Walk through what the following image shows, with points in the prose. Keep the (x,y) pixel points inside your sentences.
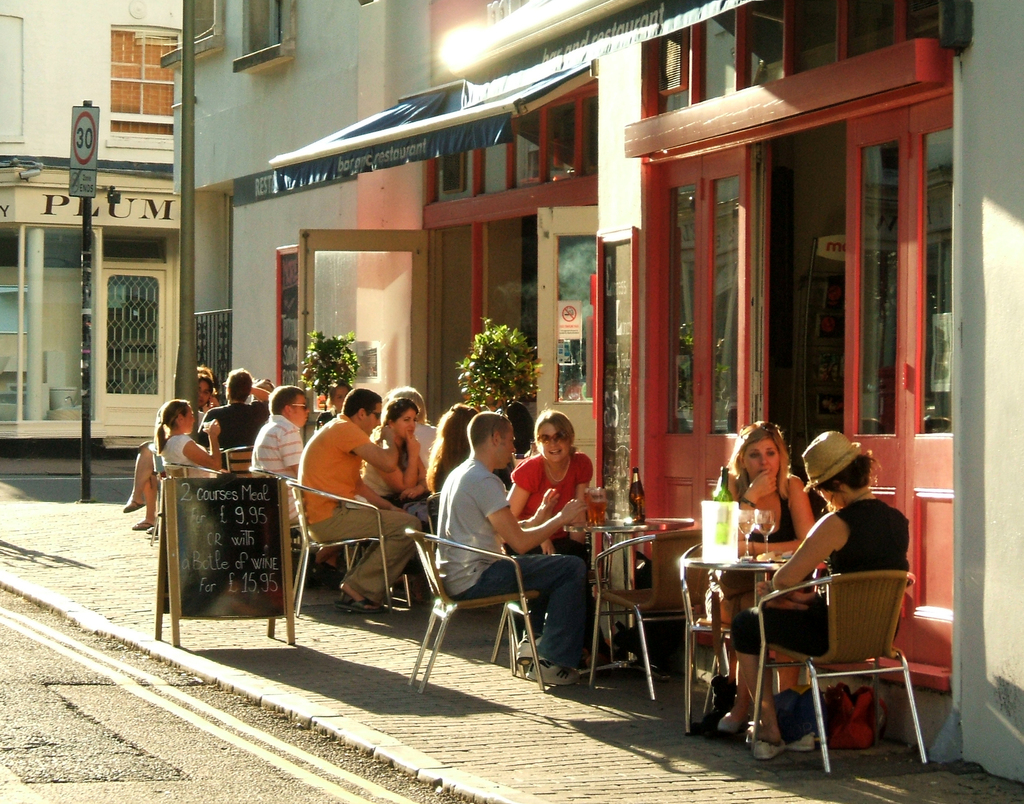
Here we can see a group of people (479,424) sitting on chairs (415,534) with tables (681,525) in front of them outside a building (720,419) and at the left side (95,113) we can see speed limit board (80,113) and there are buildings (132,55) present.
